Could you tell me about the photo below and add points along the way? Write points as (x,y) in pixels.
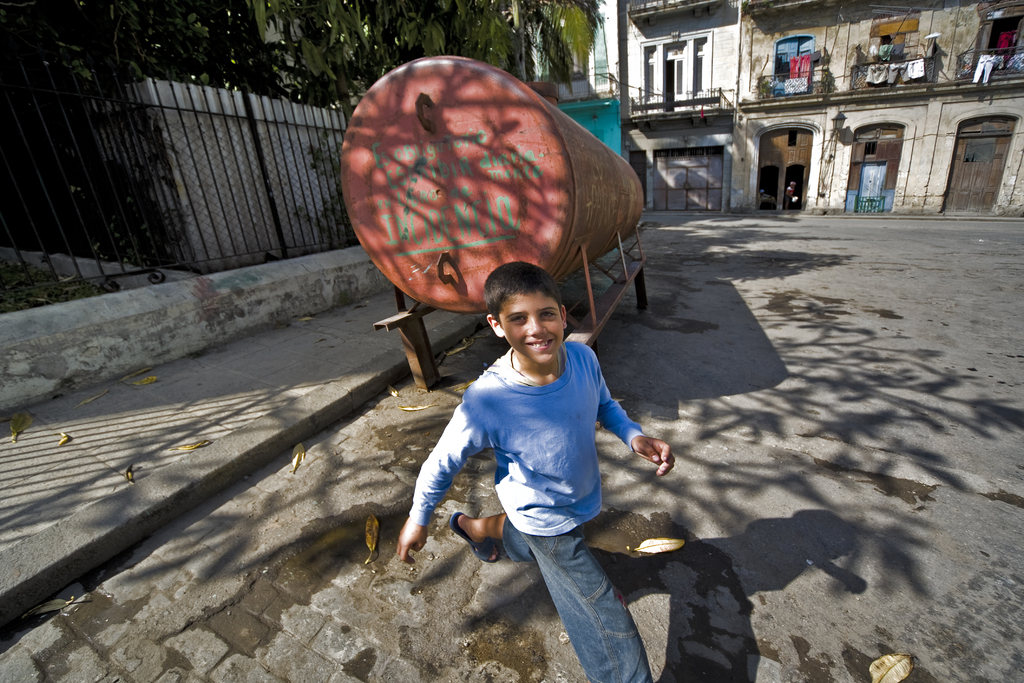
In this image we can see a boy (630,650) walking and there is an object (543,166) which looks like a container (427,130) and there are some trees (464,28) and we can see a building (782,91) in the background (939,121).
